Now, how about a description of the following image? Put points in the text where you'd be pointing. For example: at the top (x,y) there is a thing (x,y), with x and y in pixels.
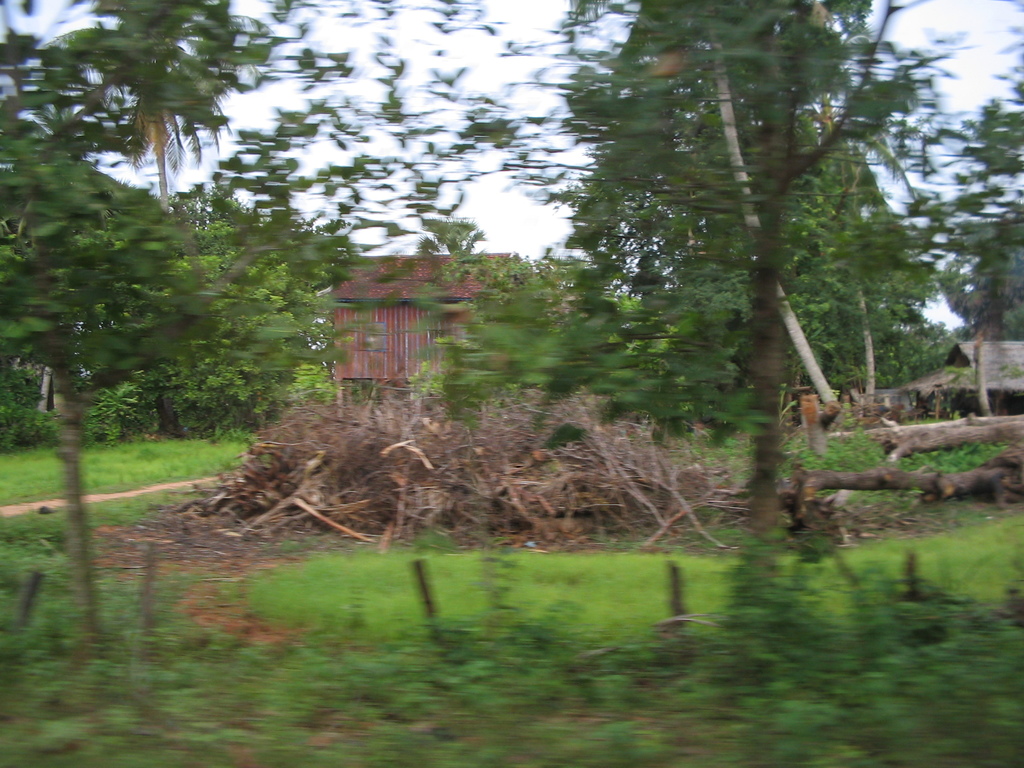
In the center of the image (388,431) we can see huts (965,410) and wood logs (527,479). In the background of the image (45,480) we can see trees (199,213), grass (541,590), plants (629,636) and ground (310,657). At the top of the image (546,70) we can see the sky (565,64).
